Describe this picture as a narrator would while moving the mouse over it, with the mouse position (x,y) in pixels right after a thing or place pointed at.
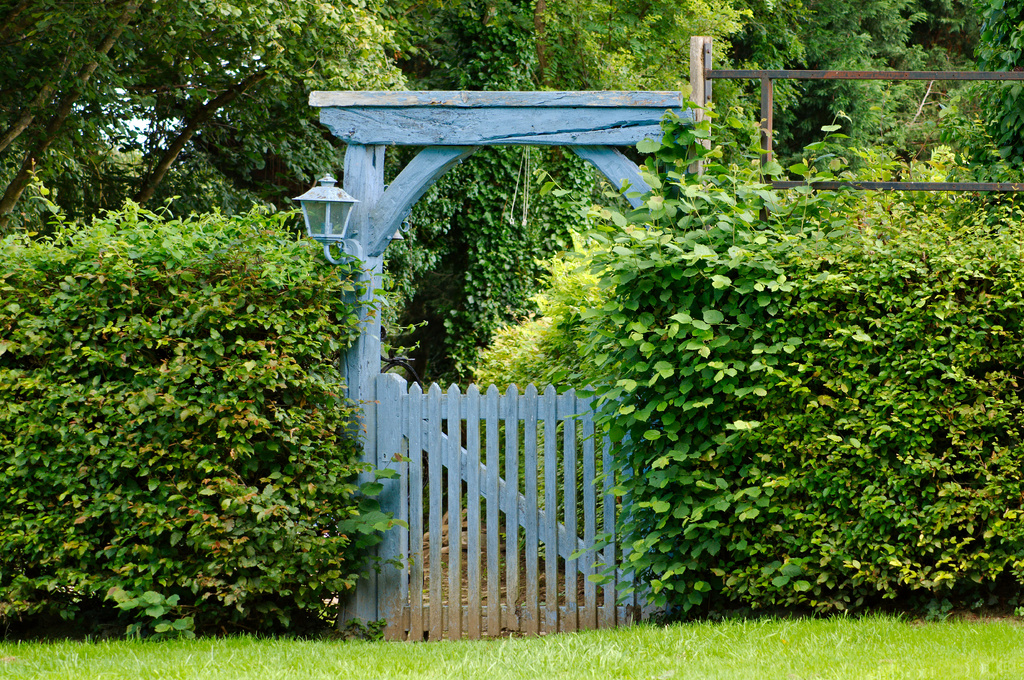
In this picture I can see a wooden gate (517,496) to which there is an arch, around I can see some trees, plants (836,435) and grass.
